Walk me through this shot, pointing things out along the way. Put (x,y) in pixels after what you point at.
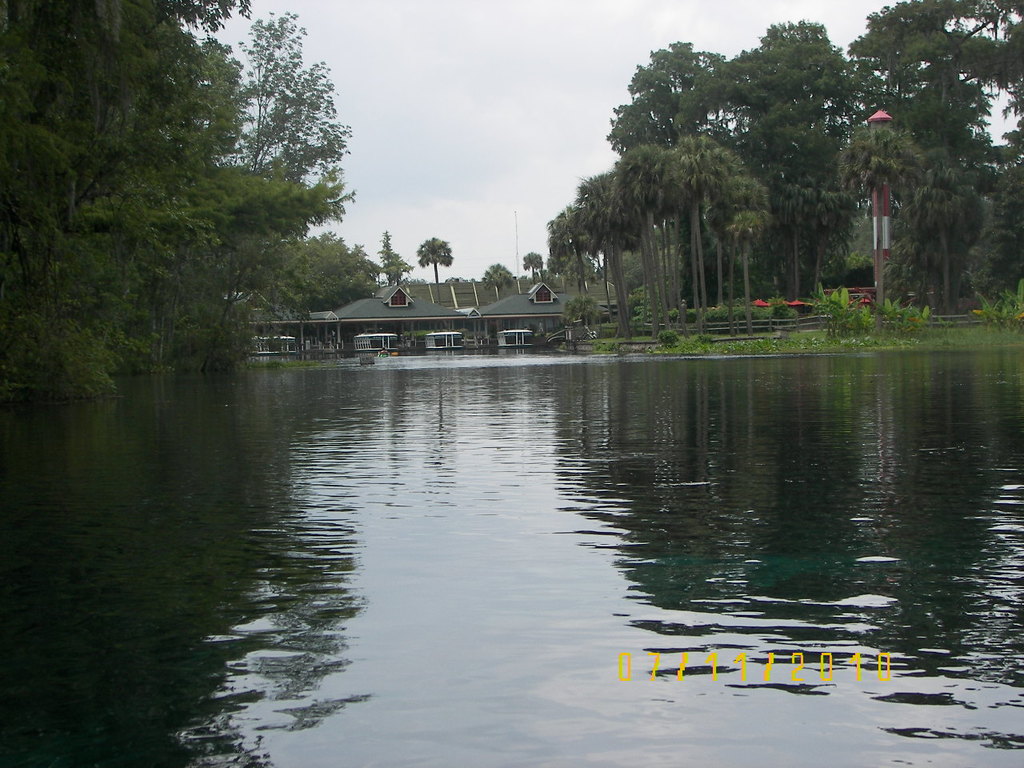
In this picture I can see the water (528,434). I can see the house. I can see wooden fence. I can see trees (499,277). I can see clouds (510,67) in the sky (535,29).
